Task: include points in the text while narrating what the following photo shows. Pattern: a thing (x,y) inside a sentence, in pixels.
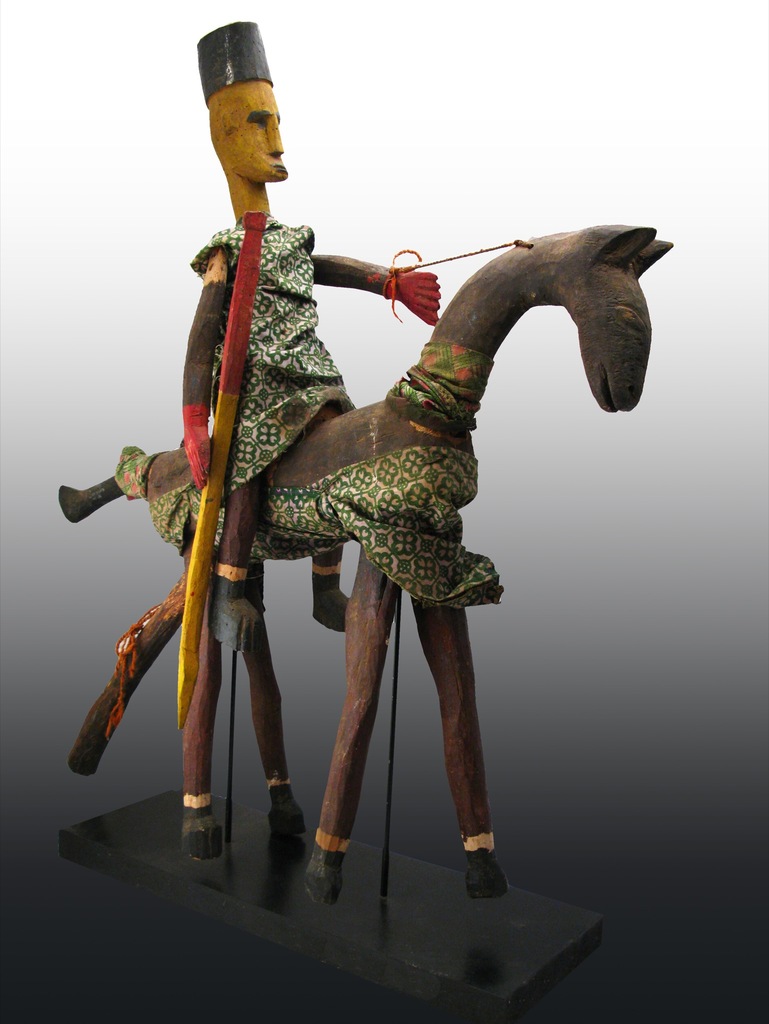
In this picture I can see a toy (266,653) of a person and an animal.
